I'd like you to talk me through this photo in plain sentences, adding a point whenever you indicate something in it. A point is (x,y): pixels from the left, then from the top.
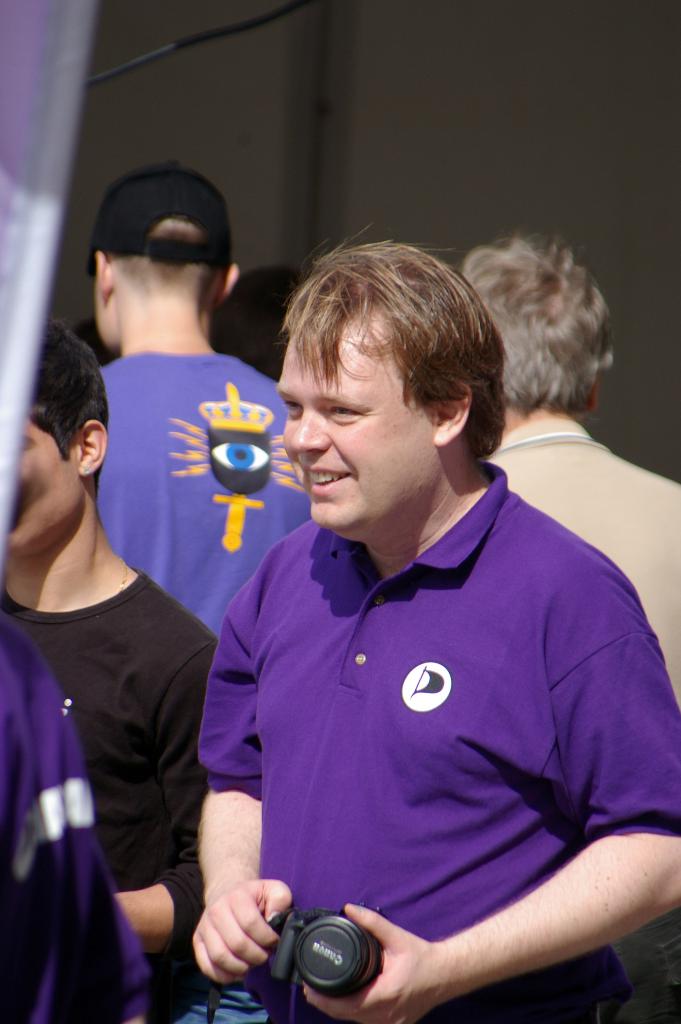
a person (381,681) is standing purple t shirt (404,861) and holding a camera (336,933) in his hand (380,928). behind him there are other people (656,485) standing. the person (250,451) at back (145,229) is wearing black cap (146,220). the person (141,718) at the left (139,716) front is wearing a black t shirt (123,733).
